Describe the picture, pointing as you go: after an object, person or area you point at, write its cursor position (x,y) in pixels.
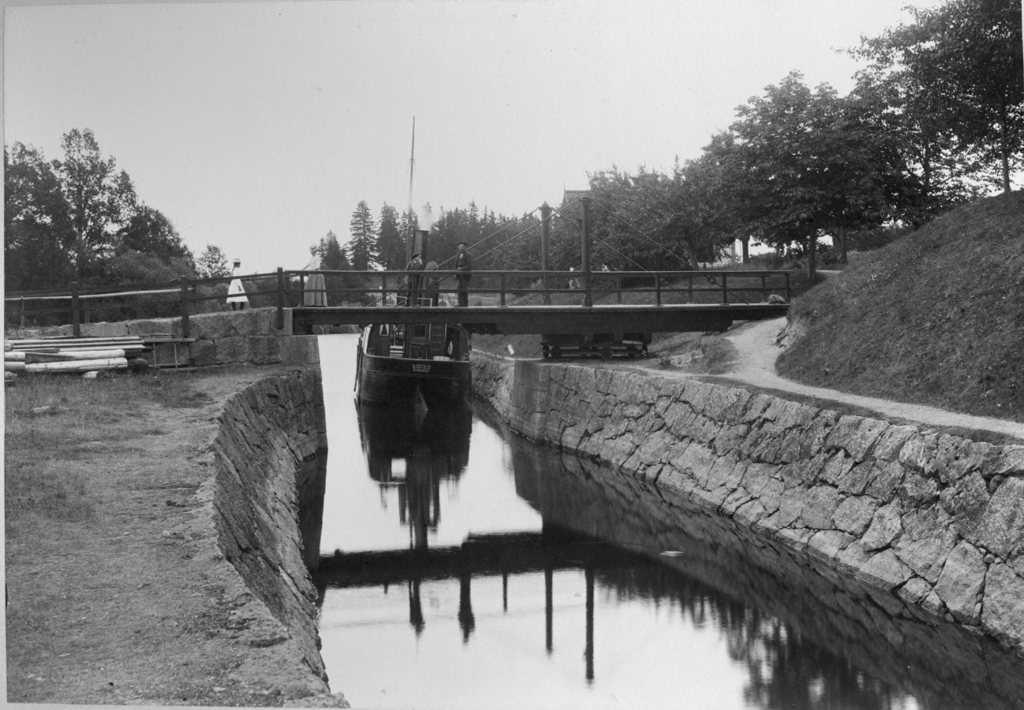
There is a river (461,596) at the bottom of this image (528,561). There is a bridge (497,320) in the middle of this image, There are some persons (313,266) standing on to this bridge (409,318). There are some trees (654,202) in the background (721,227). The sky (290,68) is at the top of the image (313,118).
